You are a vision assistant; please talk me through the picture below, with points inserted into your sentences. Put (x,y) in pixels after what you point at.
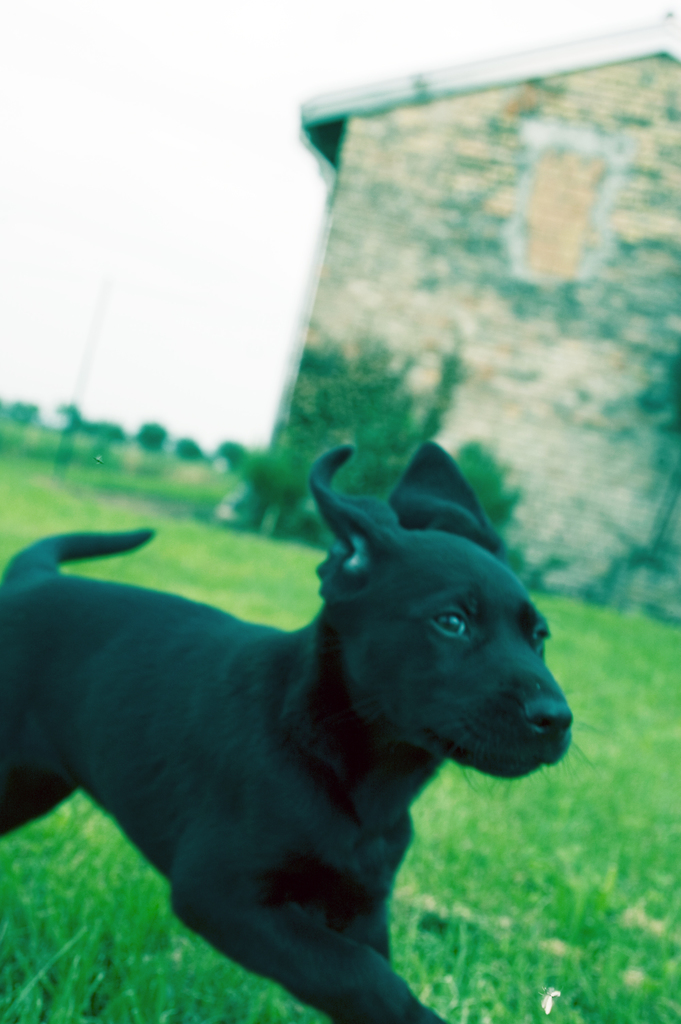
In this picture there is a black dog (173,631) which is running on the grass (675,697). On the right (464,135) there is a building (604,539). In the background (34,423) i can see many plants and trees (0,405). At the top (184,70) there is a sky (177,77).
